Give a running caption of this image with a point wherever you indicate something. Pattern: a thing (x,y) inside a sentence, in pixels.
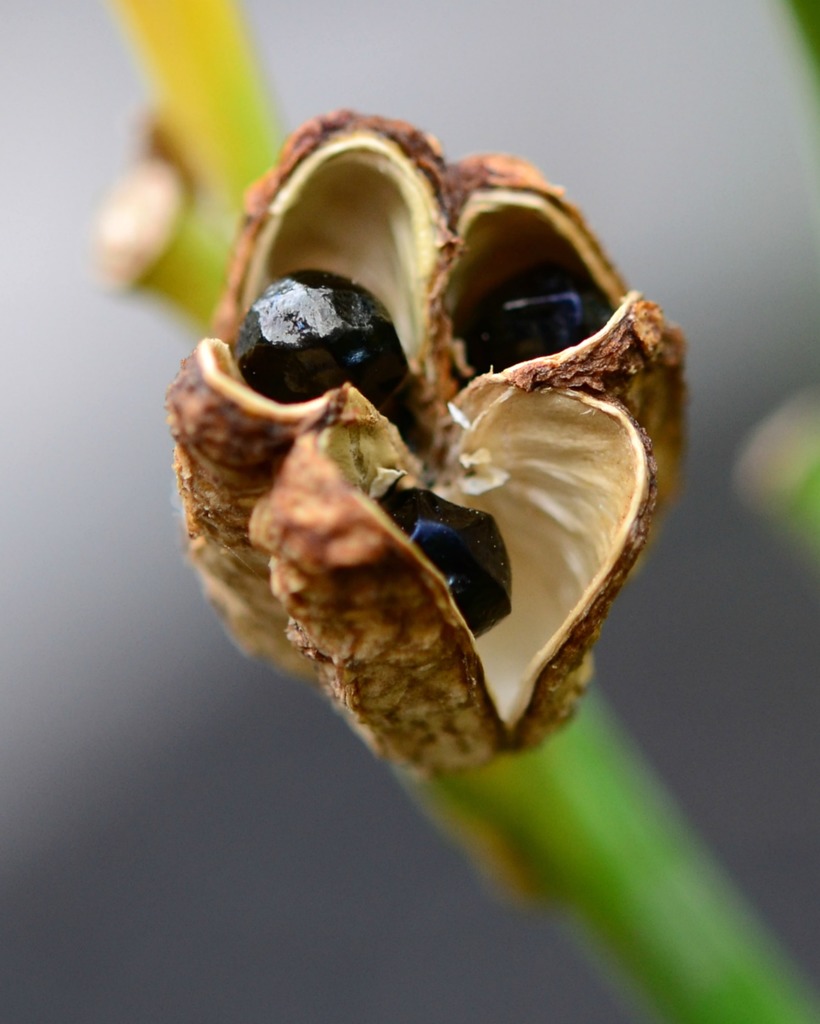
In the center of the image (358,424) there is a seed pod (354,559).
